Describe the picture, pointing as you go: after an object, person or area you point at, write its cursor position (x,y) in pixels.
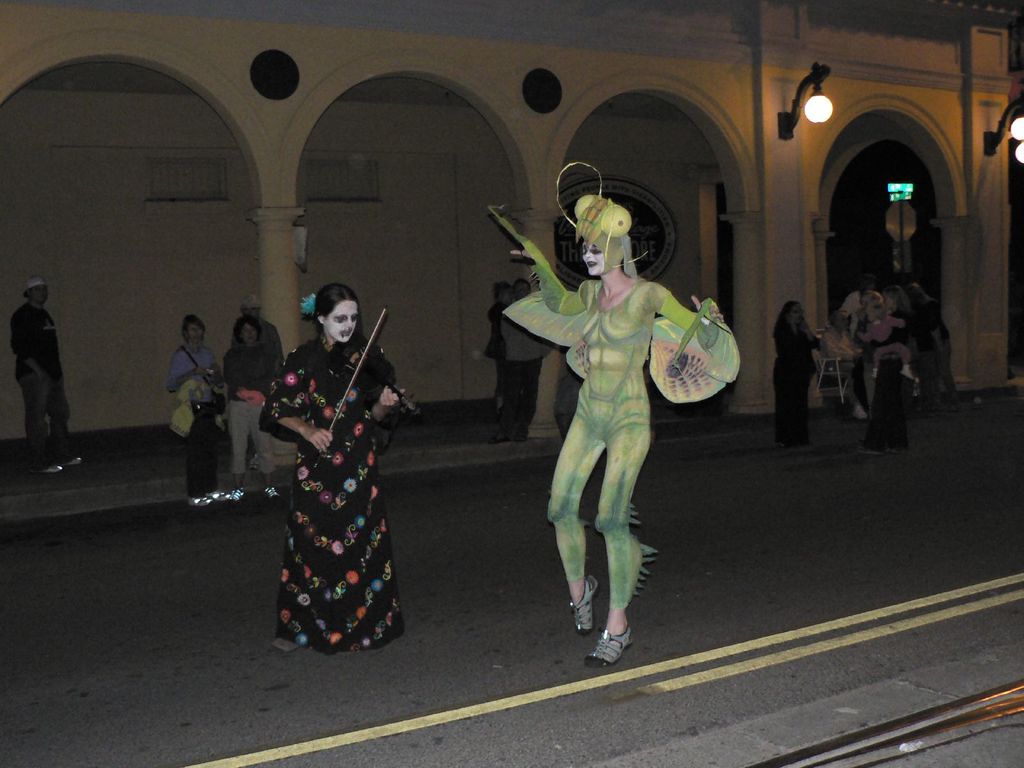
In the center of the image (567,325) we can see a person (618,553) dressed in a costume (589,455), next to her there is a lady (365,478) standing and playing a violin (358,378). In the background (197,486) there are people (504,379) standing and there is a building (570,109). We can see lights (814,96) placed on the wall (869,96). At the bottom (672,698) there is a road (694,734).
